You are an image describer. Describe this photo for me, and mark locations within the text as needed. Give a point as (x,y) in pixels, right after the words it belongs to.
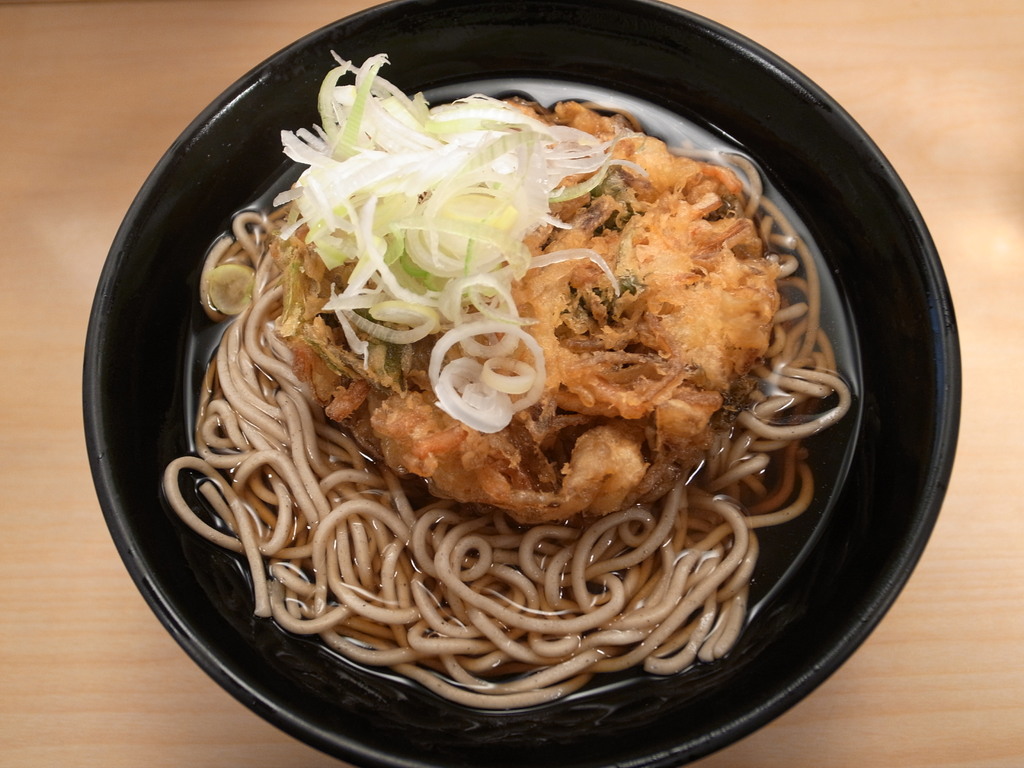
In the picture I can see the wooden table (955,670). I can see a bowl (882,559) on the table (1001,686) and I can see the soba noodles (661,611) in the bowl (779,641).
